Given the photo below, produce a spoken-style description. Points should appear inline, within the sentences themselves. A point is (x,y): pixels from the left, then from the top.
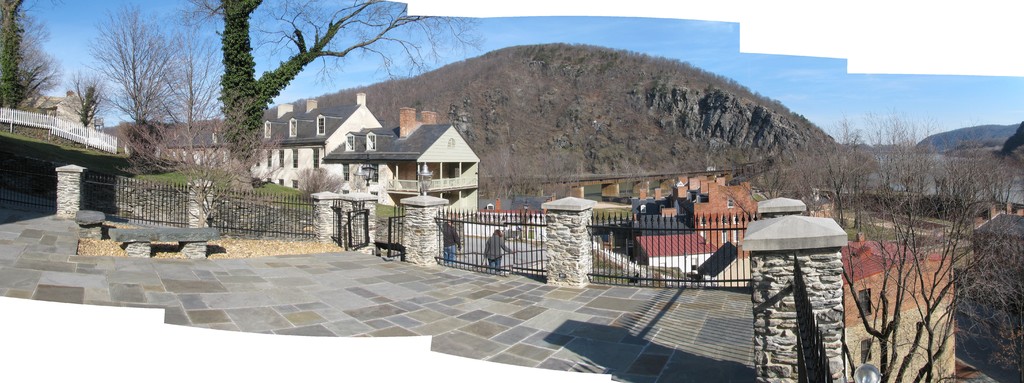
In this image I can see few trees (195,83), buildings (332,128), fencing (87,195), windows (320,134), gate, lights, mountains (571,105) and few people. The sky (699,60) is in blue color.
